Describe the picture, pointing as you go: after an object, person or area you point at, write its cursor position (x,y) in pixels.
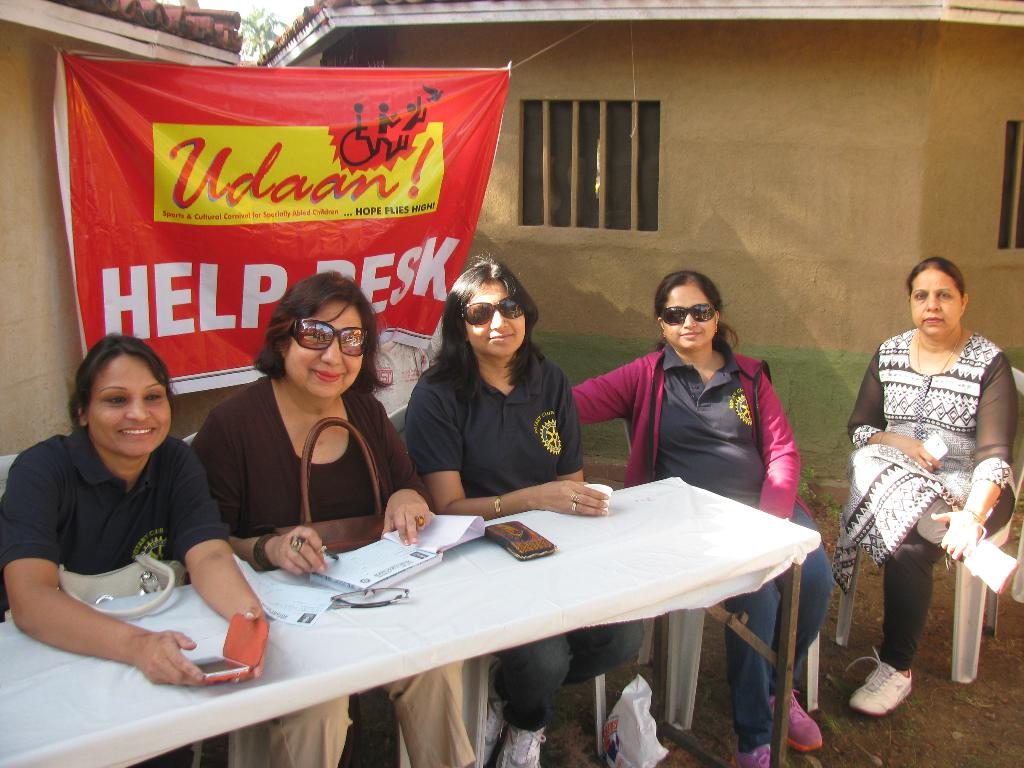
These people (202,496) are sitting on chairs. In-front of them there is a table (420,581), on this table (419,581) there is a book (393,570), mobile (258,639), spectacles (333,594) and papers (319,591). Backside of these people (347,405) there is a banner (446,116). Here we can see a wall (846,165) and windows (637,156). These people (686,334) wore goggles (347,337).
